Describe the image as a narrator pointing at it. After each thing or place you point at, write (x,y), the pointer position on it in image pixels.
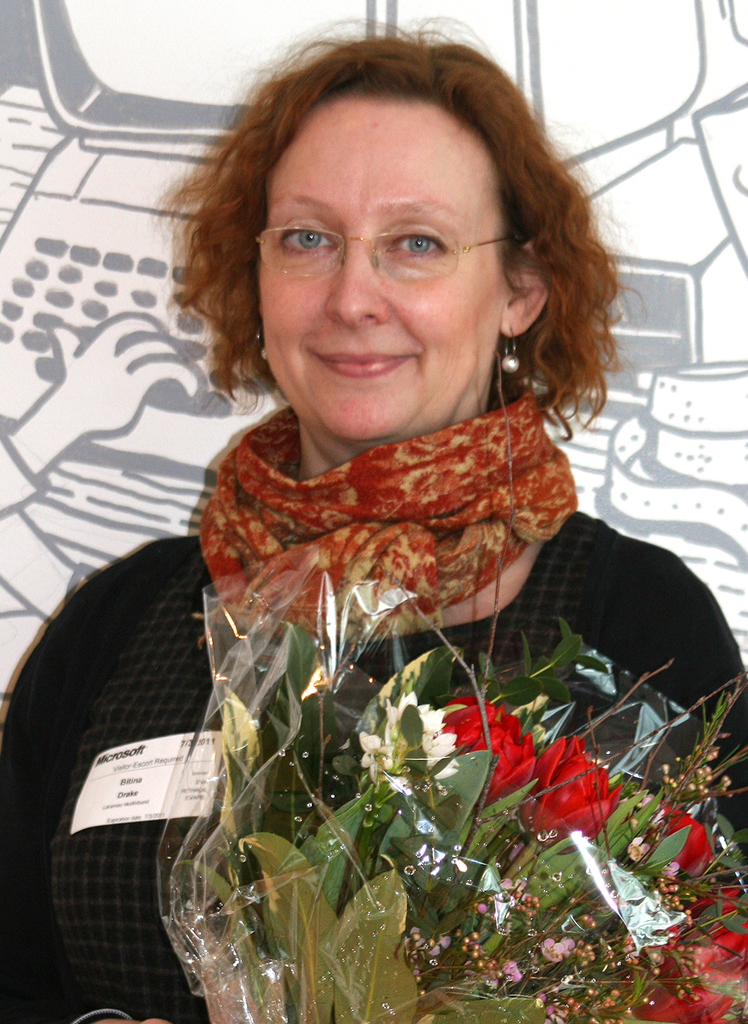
In this image we can see a woman (493,590) and she is smiling. At the bottom of the image (305,843) we can see a flower bouquet (555,942). In the background (277,45) we can see picture (277,45) of a laptop (280,15), person's hand (61,339), and other objects (704,319).
